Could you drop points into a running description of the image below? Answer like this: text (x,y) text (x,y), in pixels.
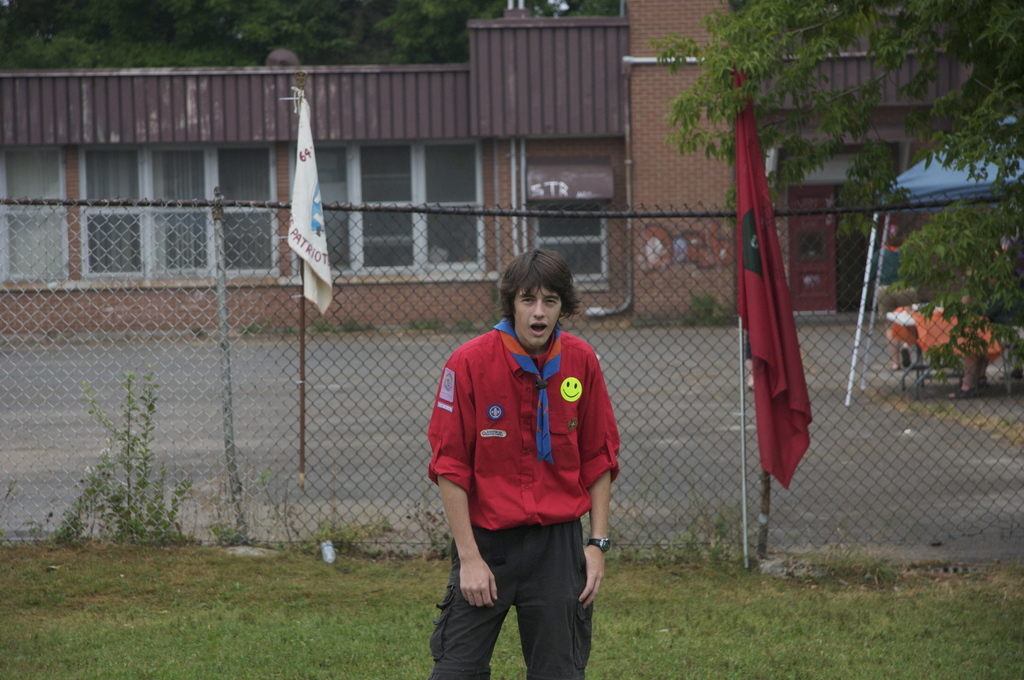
In this image I can see a person (461,652) standing wearing red shirt (550,485), black pant (537,561). Background (597,167) I can see two flags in white, red and black color, trees (763,79) in green color, a building (578,167) in brown color and I can see few glass windows (246,240).
